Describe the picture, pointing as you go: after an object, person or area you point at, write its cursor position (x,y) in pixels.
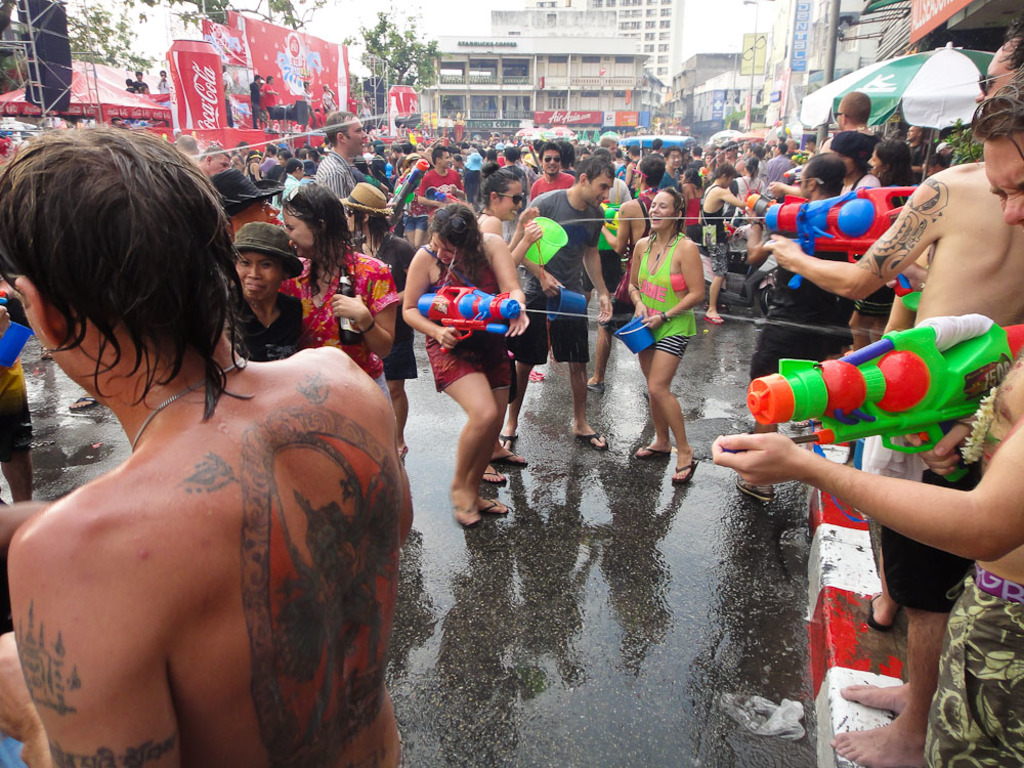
This is an outside view. Here I can see many people (563,208) are standing on the road (514,588) and playing with the water (725,398). In the background (863,48) there are some buildings (651,95) and trees (383,50).
